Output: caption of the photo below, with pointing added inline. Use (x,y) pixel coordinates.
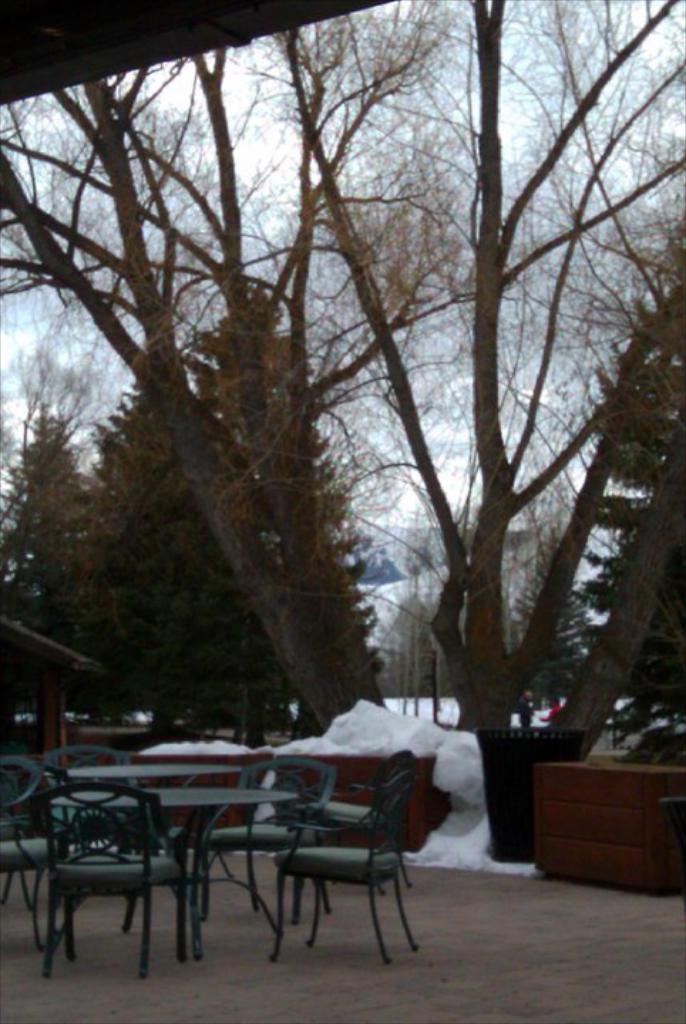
In this image we can see some chairs (143,885) near the table (192,809), one dustbin (543,735), one tent (52,679) with pole (62,715), one house roof (18,626), some objects (412,825) on the floor (444,905), some snow (451,712) on the ground (451,881), one person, some trees (471,676), some plants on the ground (567,927) and at the top (91,202) there is the sky (119,93).
